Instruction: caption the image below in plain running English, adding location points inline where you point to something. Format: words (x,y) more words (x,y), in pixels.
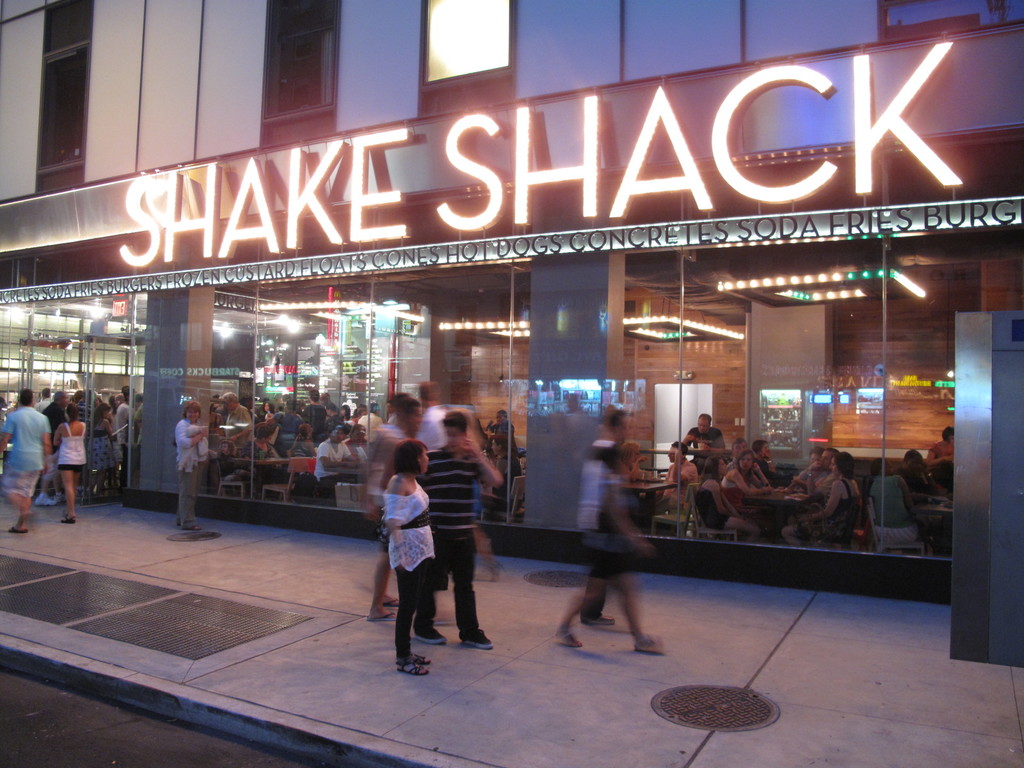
In the picture I can see few persons (402,517) standing and there is a building (537,305) beside them which has shake shack (559,173) written on it and there are few persons (710,468) sitting inside it and there are some other objects (661,488) in the background (786,475).
